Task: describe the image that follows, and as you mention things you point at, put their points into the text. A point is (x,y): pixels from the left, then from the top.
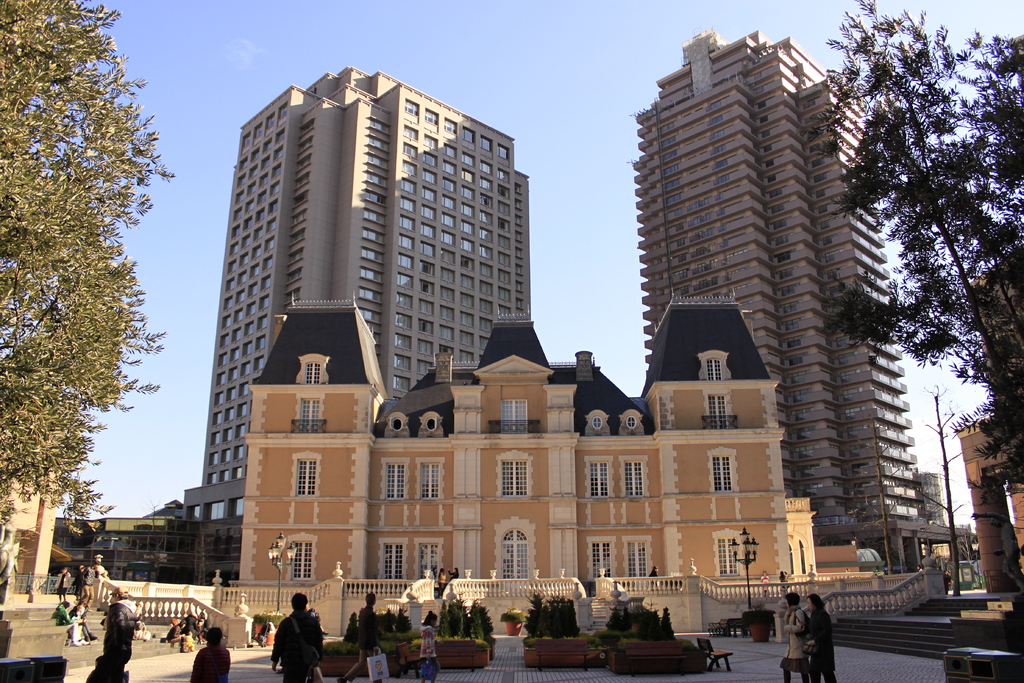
In this image I can see number of people (215,642) and I can see few of them are sitting on stairs (100,630) and few are standing. I can see one of them is carrying a bag (381,661). In the background (916,459) I can see number of trees (870,147), number of buildings (519,485), plants (531,623), bench (729,652) and sky (155,442). I can also see shadows (263,660) on ground (500,654).
